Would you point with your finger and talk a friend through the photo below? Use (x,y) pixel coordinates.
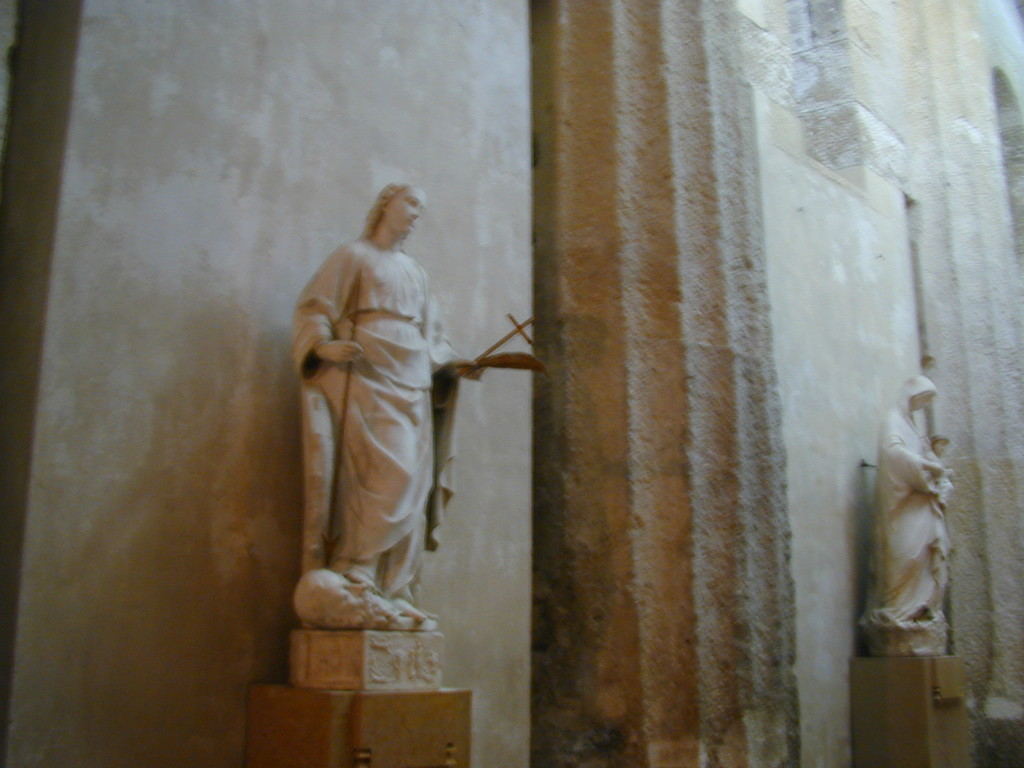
In this image we can see statues (375,523) on a platform (958,751), wall (424,249) and pillars (642,123).
